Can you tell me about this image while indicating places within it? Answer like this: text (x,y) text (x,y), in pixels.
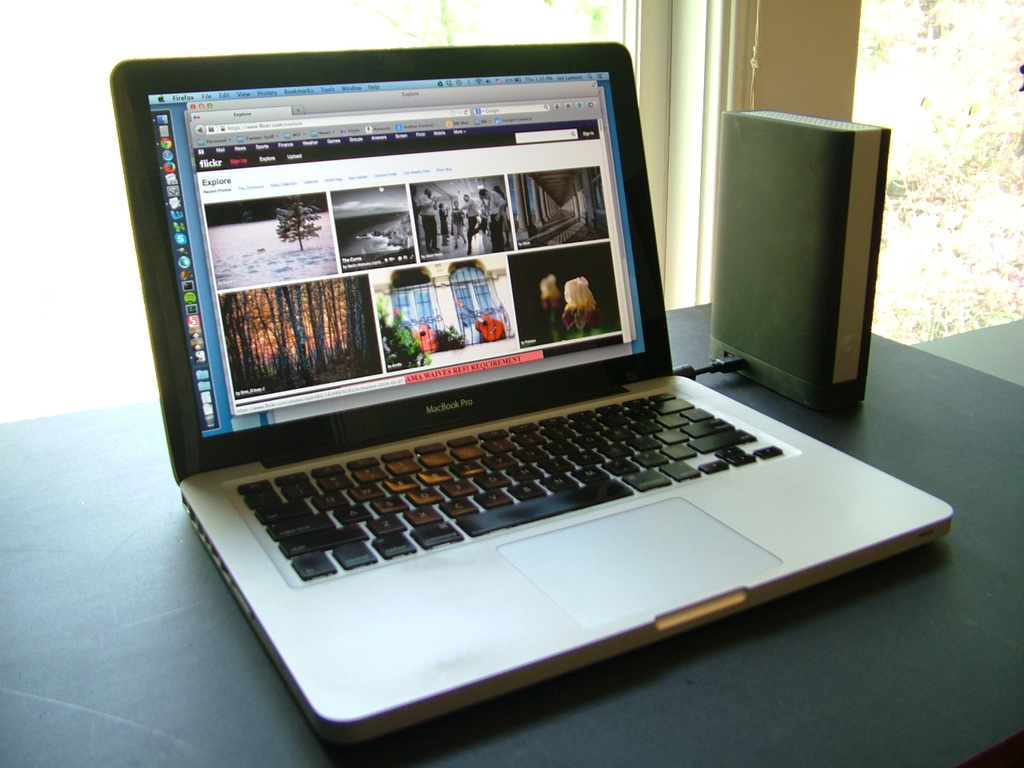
In this image we can see group of pictures (314,298) and some text (445,371) on the screen (392,297) of a laptop (530,560) placed on the table (128,572). In the right side of the image (834,186) we can see a device (830,202) with cable (712,370) placed on the table (866,399). In the background (780,52), we can see a pillar (831,14) and a group of trees (1006,141).
